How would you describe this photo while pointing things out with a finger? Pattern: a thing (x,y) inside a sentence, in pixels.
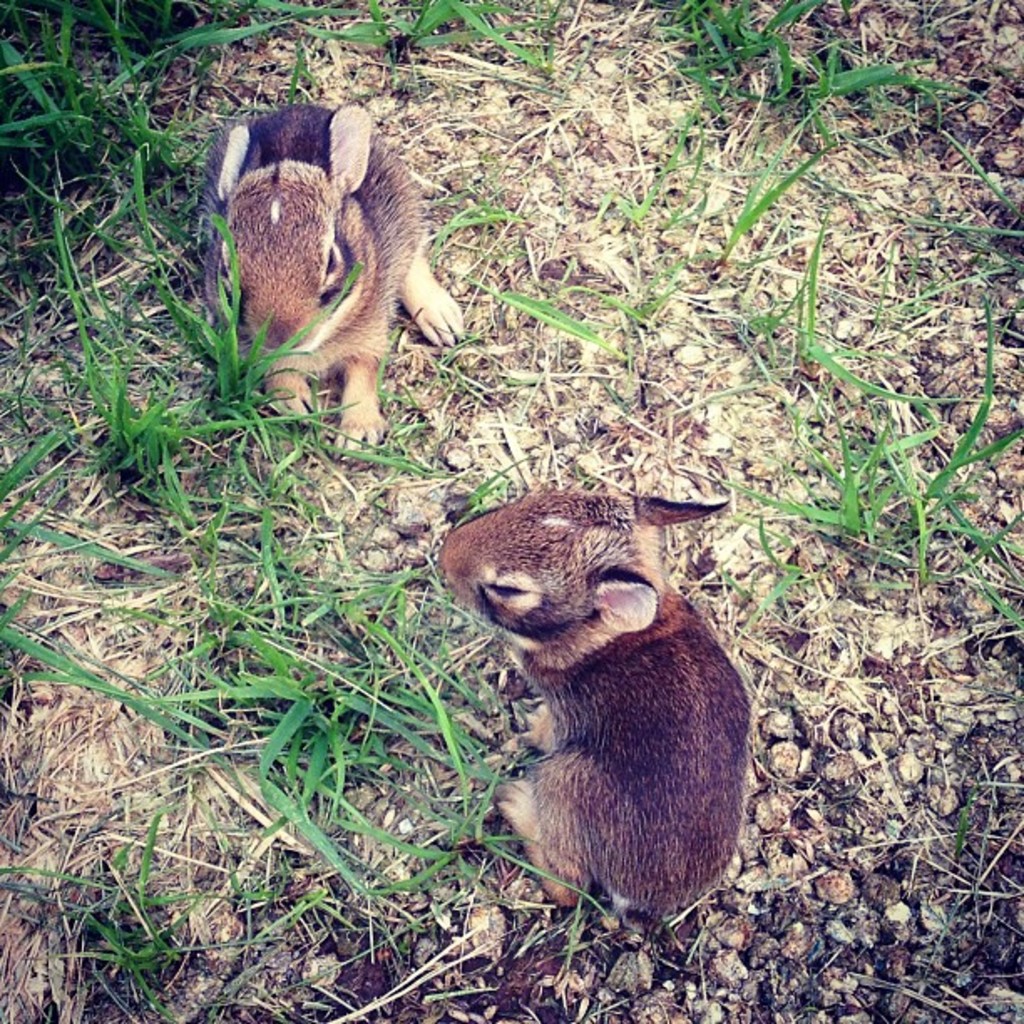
In this image in the center (525,631) there are two animals (623,679), and in the background (888,685) there is grass (235,789) and some scrap (856,679).
